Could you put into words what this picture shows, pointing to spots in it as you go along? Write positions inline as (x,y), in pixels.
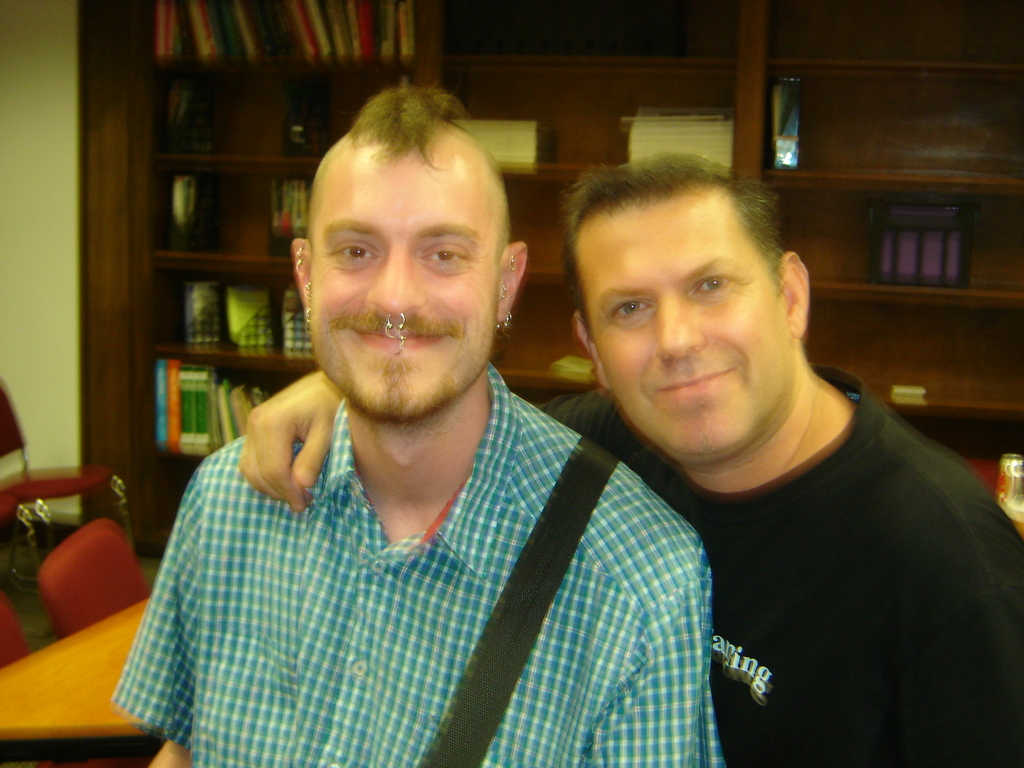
In this picture we can see two men (705,375) smiling. There are few chairs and a table (58,696) on the left side (67,716). We can see a bottle (1022,470) on the right side (1005,461). There are few books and other objects (957,232) in the shelves (903,154).
